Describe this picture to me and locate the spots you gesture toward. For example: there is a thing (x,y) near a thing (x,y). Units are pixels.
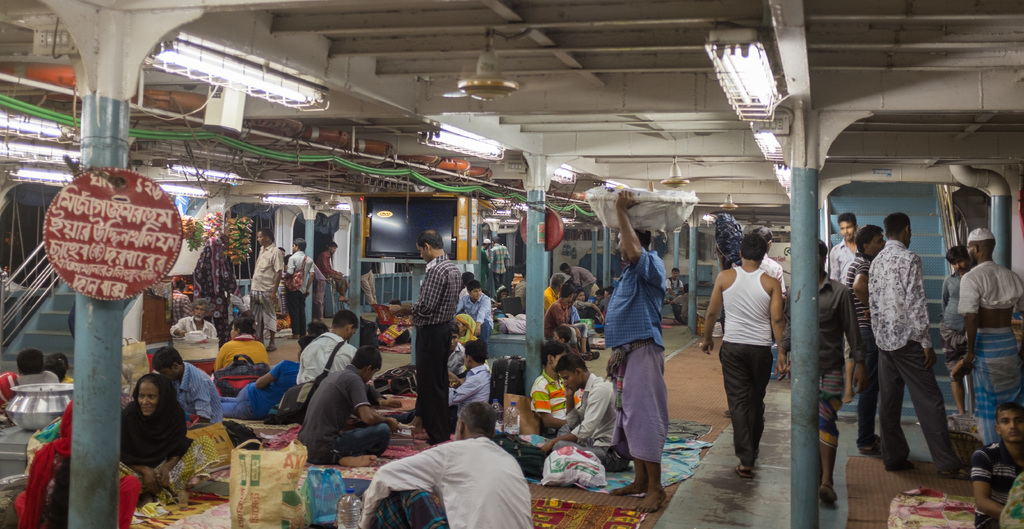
This picture describes about group of people (431,380), few are seated and few are standing, in front of them we can see baggage (410,382) and other things (397,431), in the background (349,204) we can see few metal rods (357,188), cables (502,193), lights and fans (486,58), on the left side of the image (103,216) we can find some text (100,239) on the board (112,248).
